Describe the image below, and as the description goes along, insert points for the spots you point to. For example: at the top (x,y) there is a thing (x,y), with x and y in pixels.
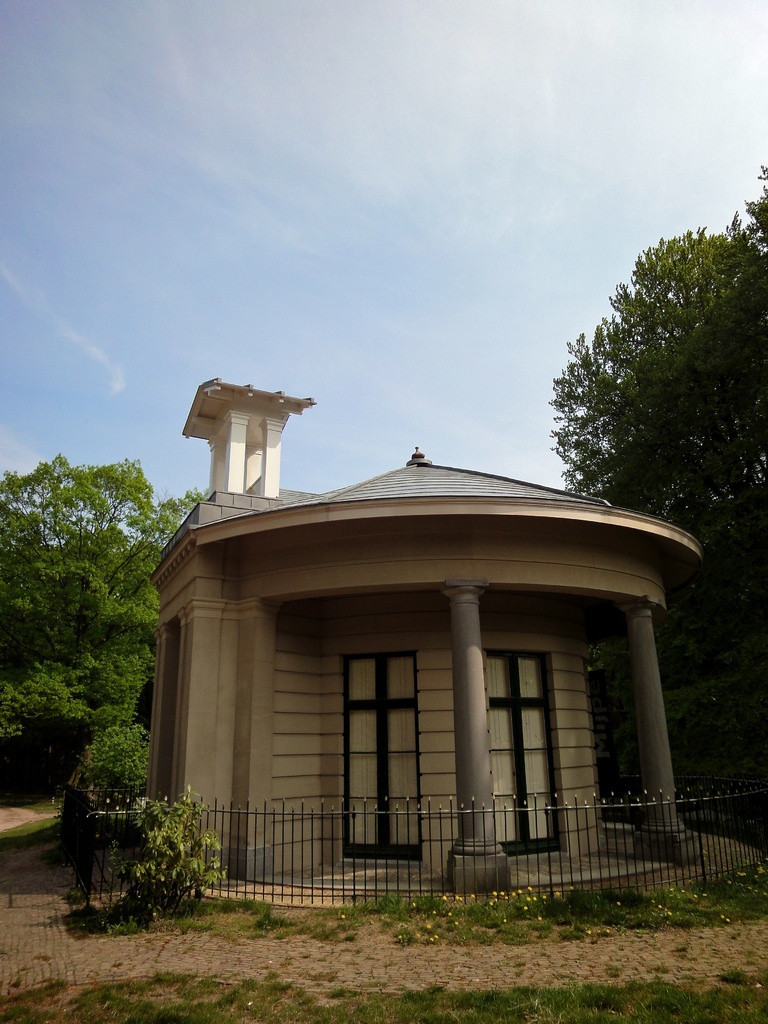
At the bottom of the image (468,1023) there is grass (735,918). In the middle of the image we can see some plants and fencing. Behind the fencing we can see a house (262,792). Behind the house (252,795) there are some trees (81,533). At the top of the image (58,15) there are some clouds (29,447) in the sky (435,7).
